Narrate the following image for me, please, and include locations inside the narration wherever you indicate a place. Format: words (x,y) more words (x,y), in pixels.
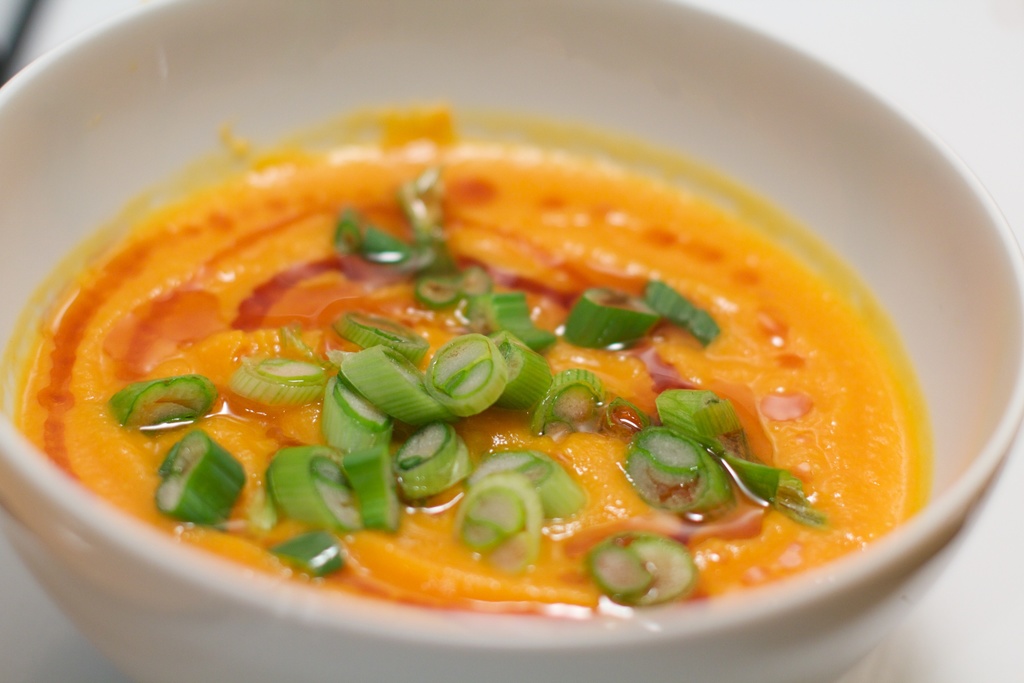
In this image we can see the food item (516,383) in a bowl (712,50) and the bowl (931,469) is white in color.
